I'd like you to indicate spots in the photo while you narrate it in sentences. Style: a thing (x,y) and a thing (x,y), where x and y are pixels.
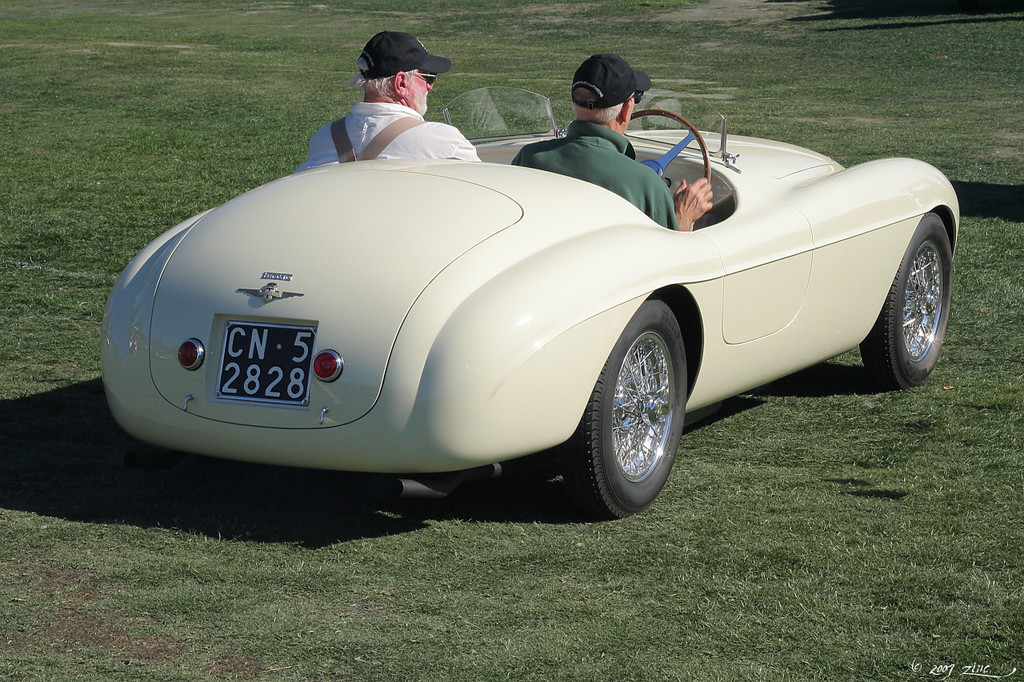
This picture shows two people (385,144) seated in a car (547,196).
